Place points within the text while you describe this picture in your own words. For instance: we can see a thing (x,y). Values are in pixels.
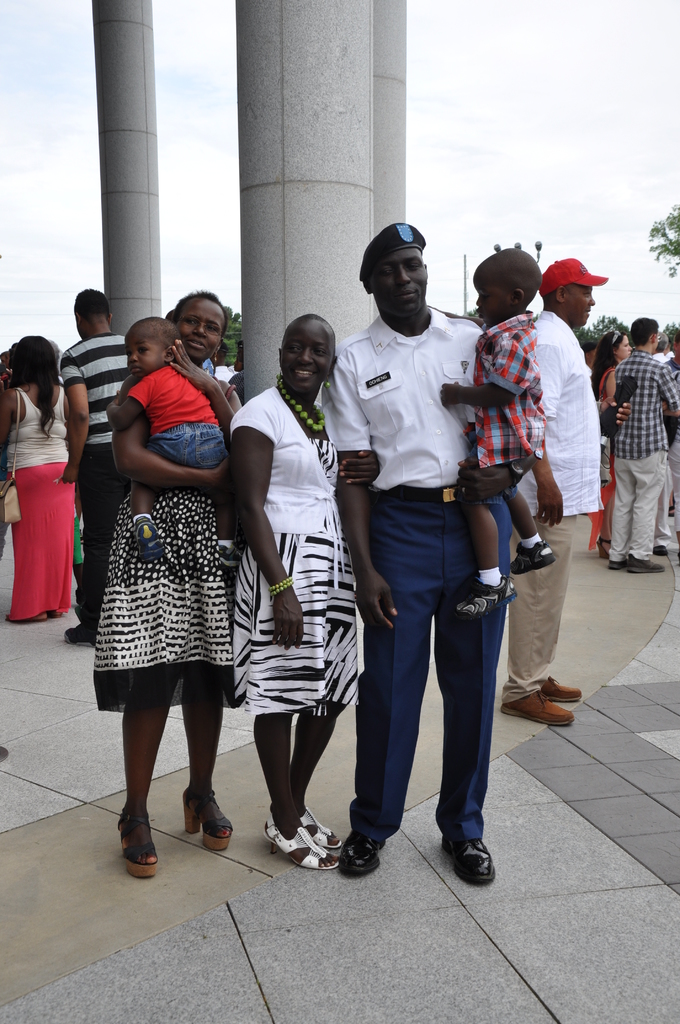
In this picture I can see there are few people (365,463) standing here and among them there are two women (248,422) wearing dress (260,428) and the man (418,418) is wearing a white shirt (416,469) and a blue pant (416,527) with a cap (403,240) and in the backdrop (565,332) I can see there are few people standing and there are trees (600,335) and the sky (641,312) is cloudy.
